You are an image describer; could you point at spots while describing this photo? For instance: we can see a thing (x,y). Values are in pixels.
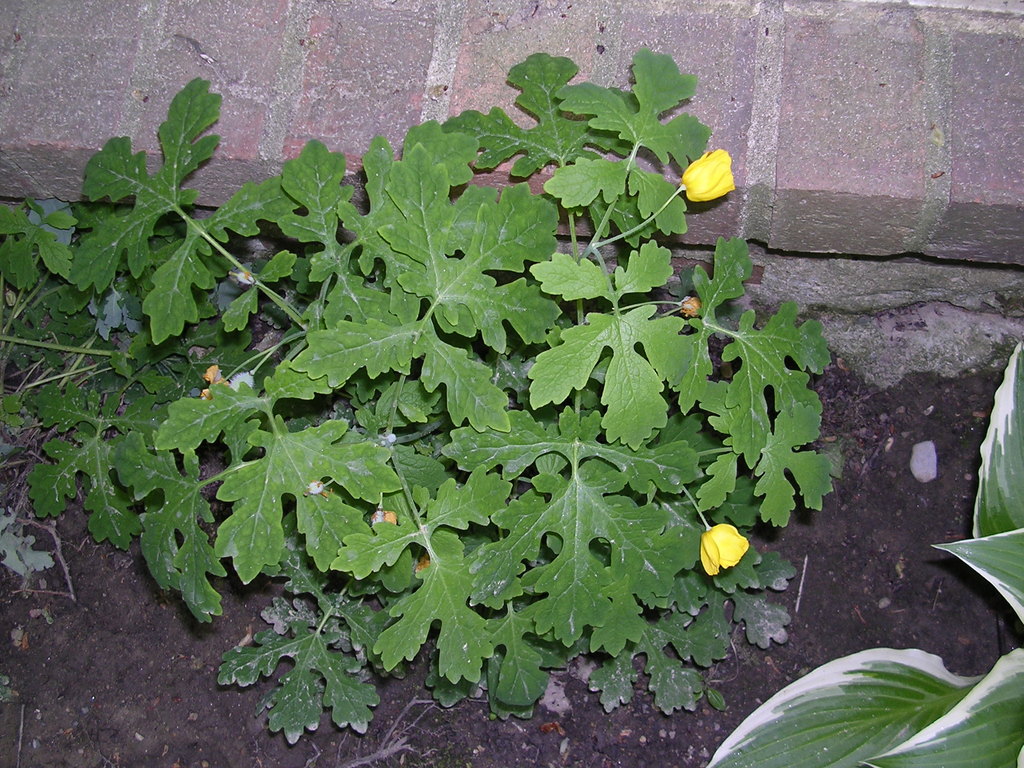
In this image in front (137,251) there are plants (471,423) and flowers (717,568). On the right side of the image (969,759) there are leaves (999,592).
